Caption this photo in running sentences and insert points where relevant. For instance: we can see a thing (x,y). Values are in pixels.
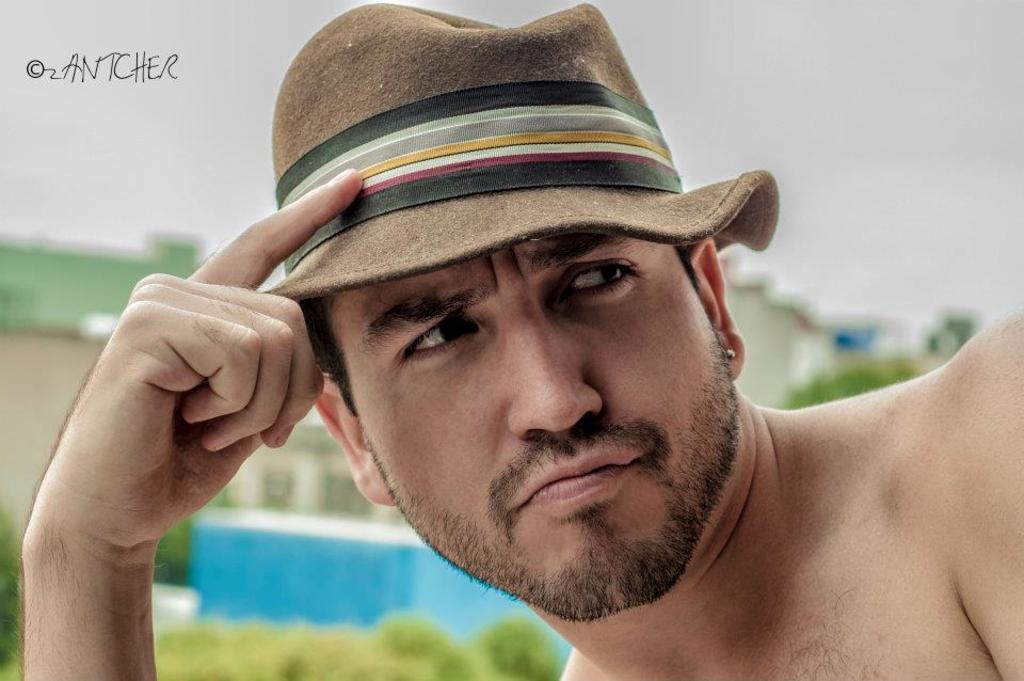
In this picture I can see a man (498,353) in front (162,465) who is wearing a hat (394,180) which is of brown, black, grey, white, yellow and red color. On the top left corner of this picture (99,58) I can see the watermark (161,74) and I see that it is blurred in the background (750,253).
